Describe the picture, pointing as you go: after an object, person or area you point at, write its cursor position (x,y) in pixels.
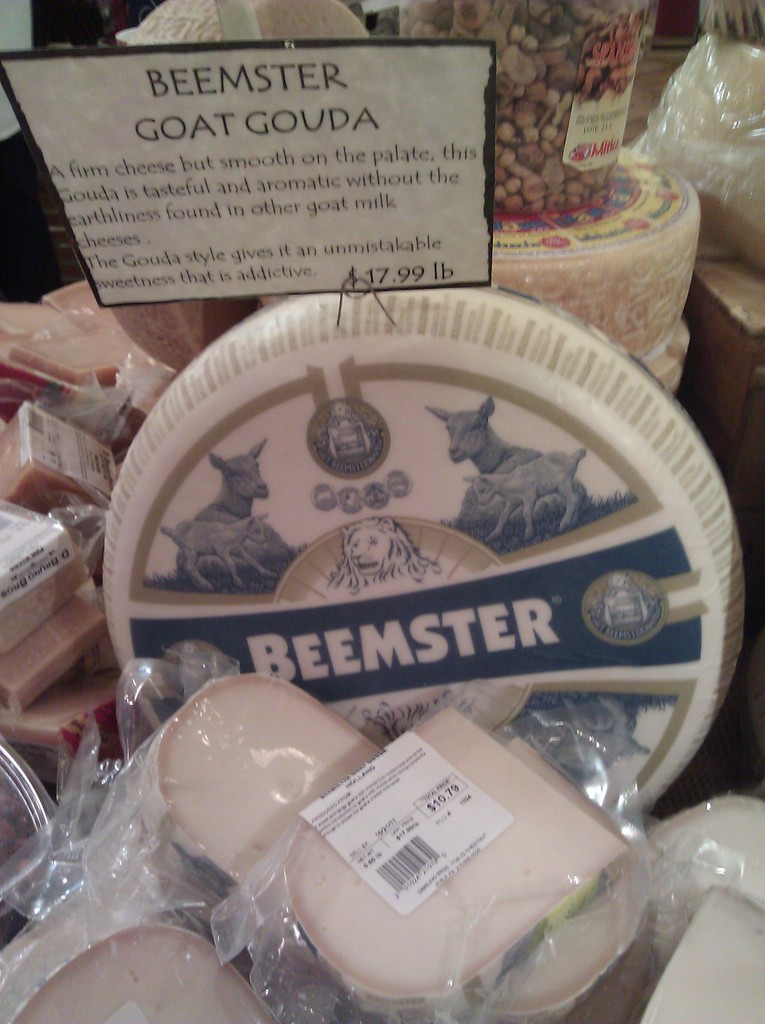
In this image, we can see some food items (558,779). Among them, we can see some food items (367,968) packed in covers (581,780) and some food items (503,202) are packed in a container (590,130). We can also see a poster (420,150) with some text (372,198). We can also see a white colored object (336,500) with some images (328,571) and text (409,631).
